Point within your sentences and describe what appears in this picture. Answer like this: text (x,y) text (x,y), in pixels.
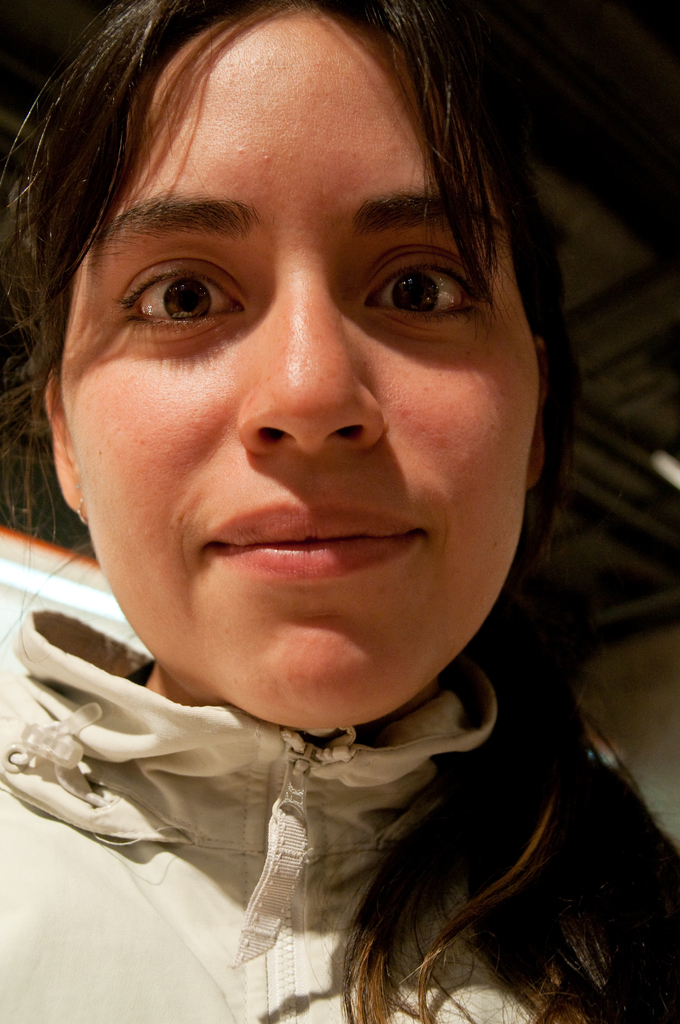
Here in this picture we can see a woman's face (267,299) present and we can see she is smiling.
